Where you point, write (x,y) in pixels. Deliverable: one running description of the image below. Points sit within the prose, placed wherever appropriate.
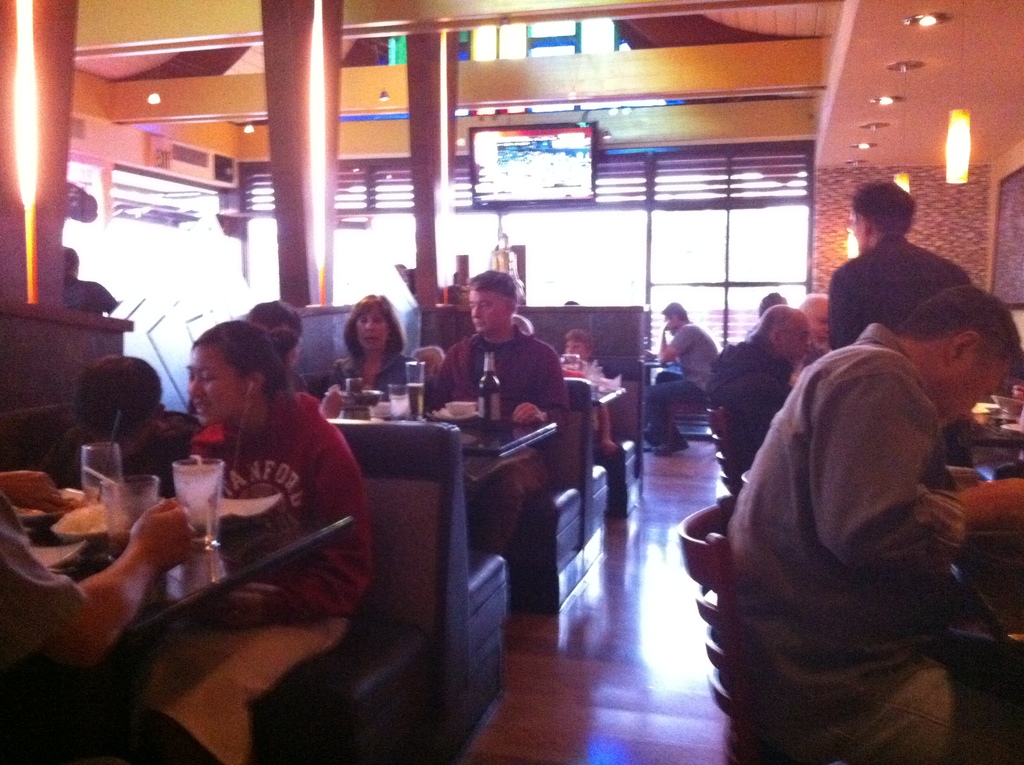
In this image, we can see an inside view of a restaurant (895,127). There are some persons (353,344) wearing clothes (272,448) and sitting on sofas (419,552) in front of tables (272,565). This table (480,454) contains glasses (416,367) and bottle (489,375). There are two persons (740,418) on the right side of the image (787,389) sitting on chairs (724,473). There is a TV (584,179) at the top of the image (540,157). There are lights (955,134) in the top right of the image (946,147). There are pillars (308,188) in the top left of the image (38,192).
